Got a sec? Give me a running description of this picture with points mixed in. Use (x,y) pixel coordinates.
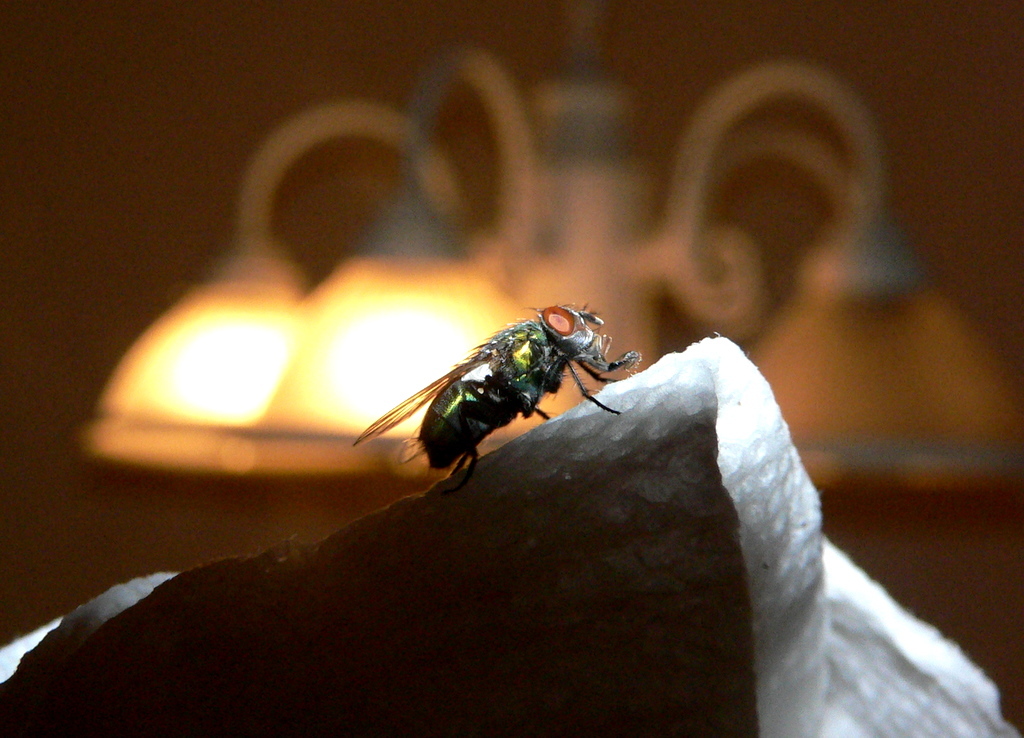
This image is taken indoors. In this image the background (269,366) is a little blurred and there is a light (298,383). At the bottom of the image (446,642) there is a tissue paper (685,614). In the middle of the image (488,414) there is a fly (541,367) on the tissue paper (617,490).
